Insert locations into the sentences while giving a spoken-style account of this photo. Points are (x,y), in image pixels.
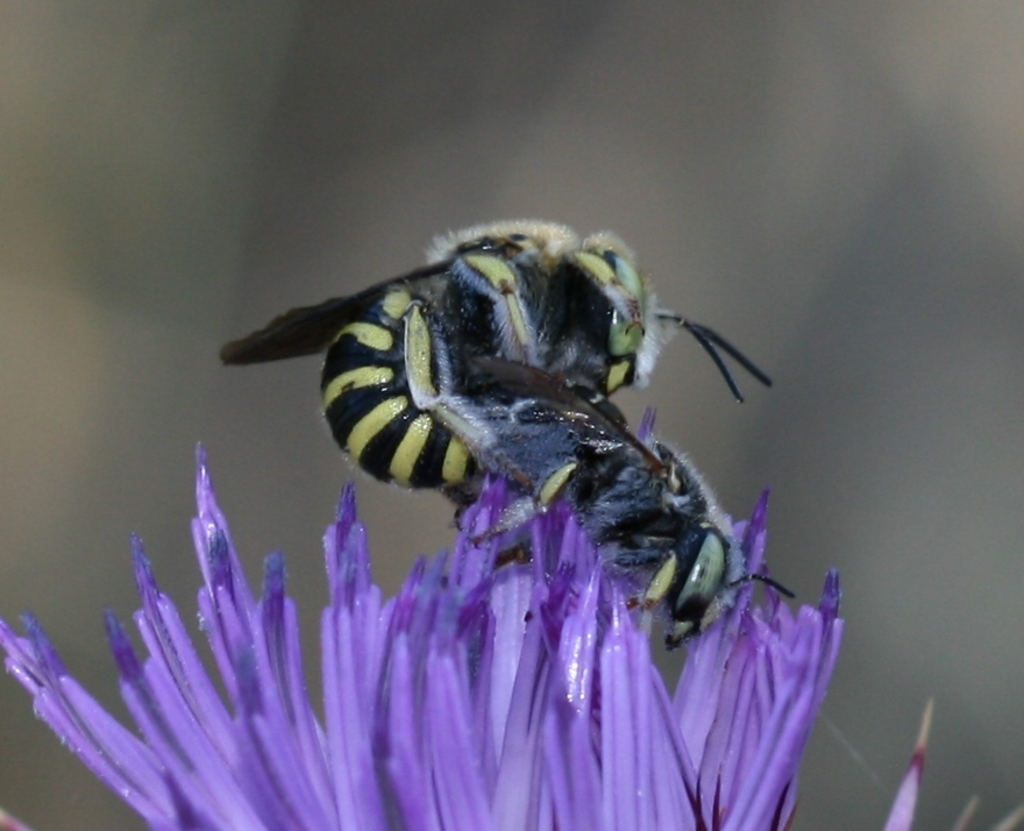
In this picture we can see two insects (406,476) on a purple flower (439,586). Behind the flower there is a blurred background (66,447).
